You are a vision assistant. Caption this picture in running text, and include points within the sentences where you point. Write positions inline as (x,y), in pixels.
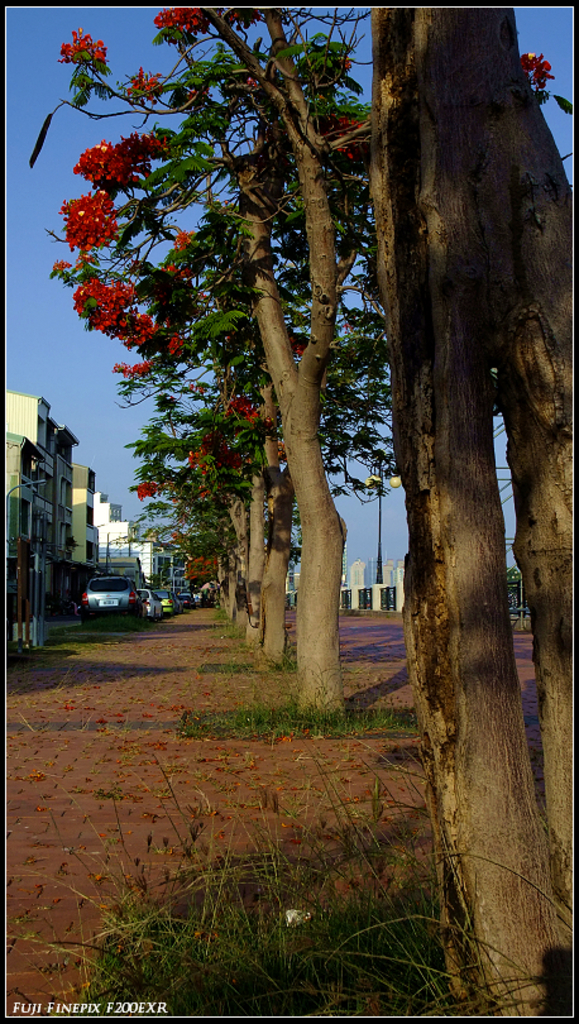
In this image I can see the ground (192,765), some grass (268,713) on the ground (301,764), few trees (404,459) which are brown and green in color and few flowers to the trees (257,176) which are red in color. I can see few vehicles (112,588) and few buildings (122,521). In the background (140,427) I can see the sky (45,243).
